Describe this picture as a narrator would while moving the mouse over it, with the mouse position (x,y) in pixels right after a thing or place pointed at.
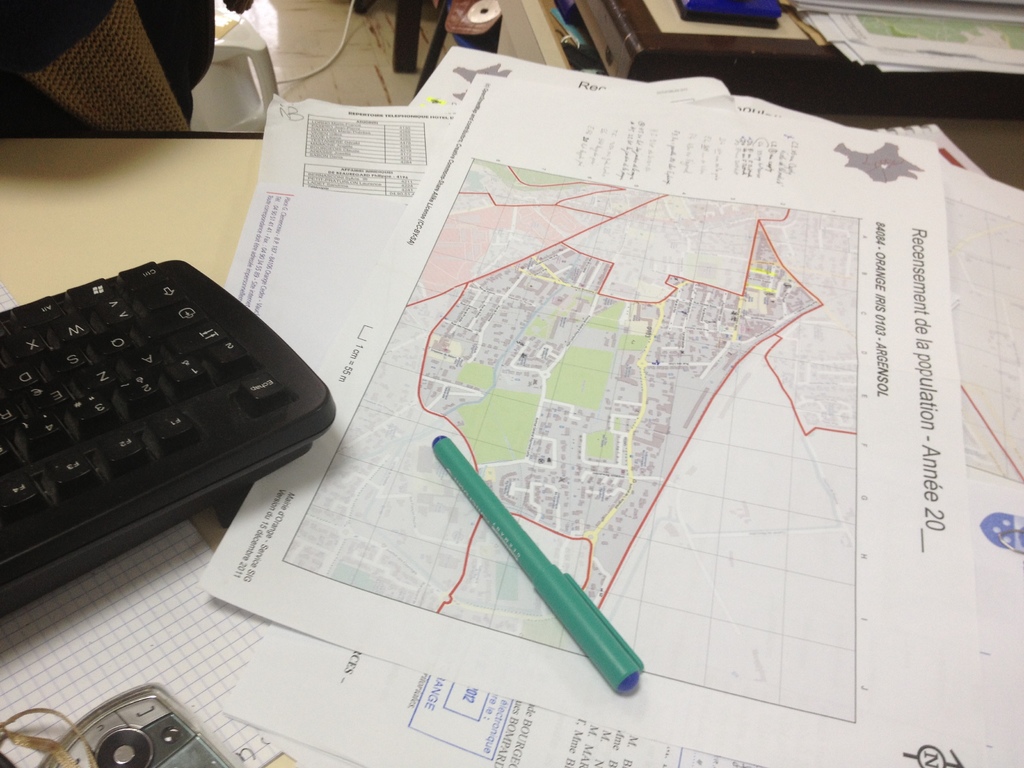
In this picture there are papers (671,351) and there is a keyboard (59,500) and there is a cell phone (93,723) and pen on the table (88,231) and there are objects (726,21) on the table (664,32). At the bottom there is a wire (343,40) and there might be cover (228,65) on the floor (337,80).
